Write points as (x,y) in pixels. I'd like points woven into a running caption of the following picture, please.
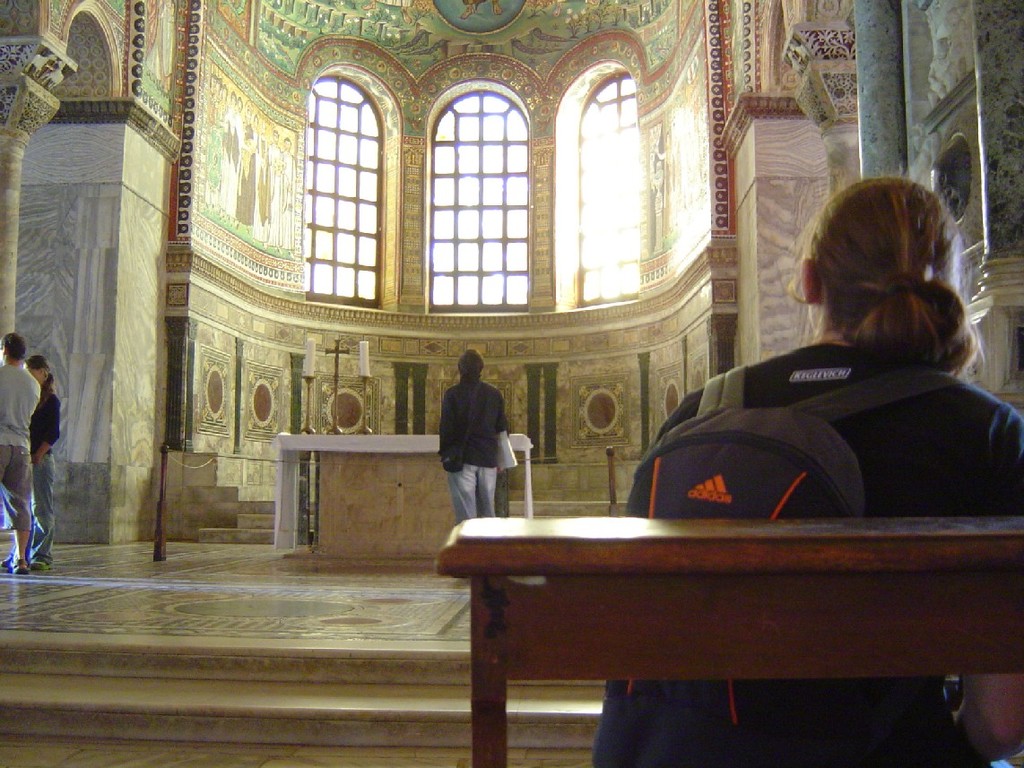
In this image we can see windows (434,200), walls (303,204), candles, stairs (247,522), people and some other objects (489,686).
